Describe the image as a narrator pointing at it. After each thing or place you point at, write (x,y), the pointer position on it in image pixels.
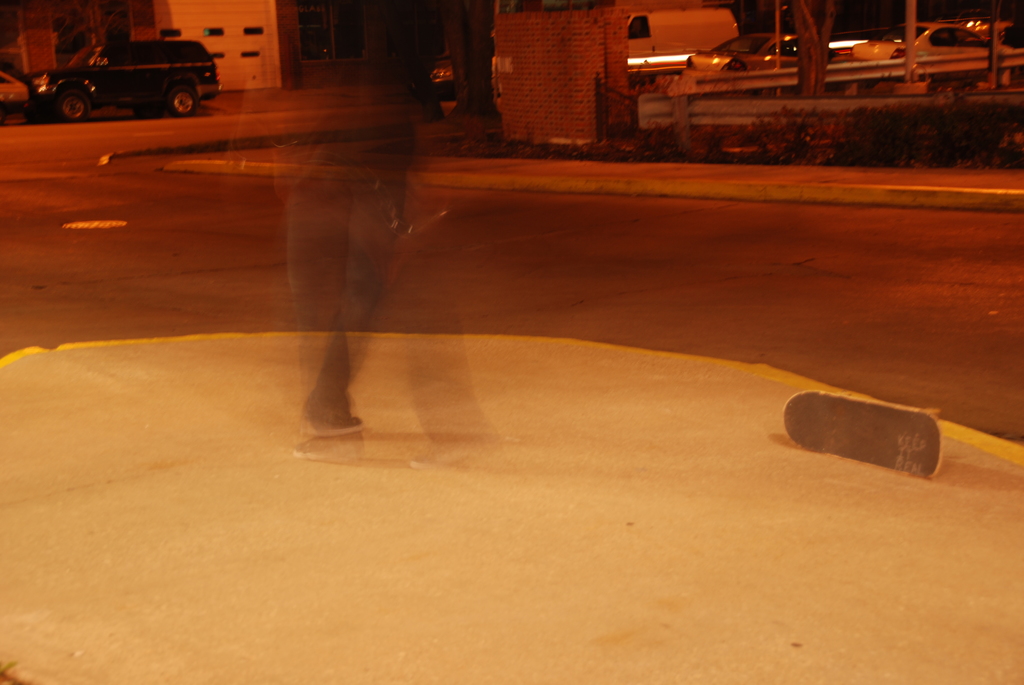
There is a blur image of a person (342,379) and there is a skateboard (846,424) beside him and there are few vehicles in the background (691,56).
